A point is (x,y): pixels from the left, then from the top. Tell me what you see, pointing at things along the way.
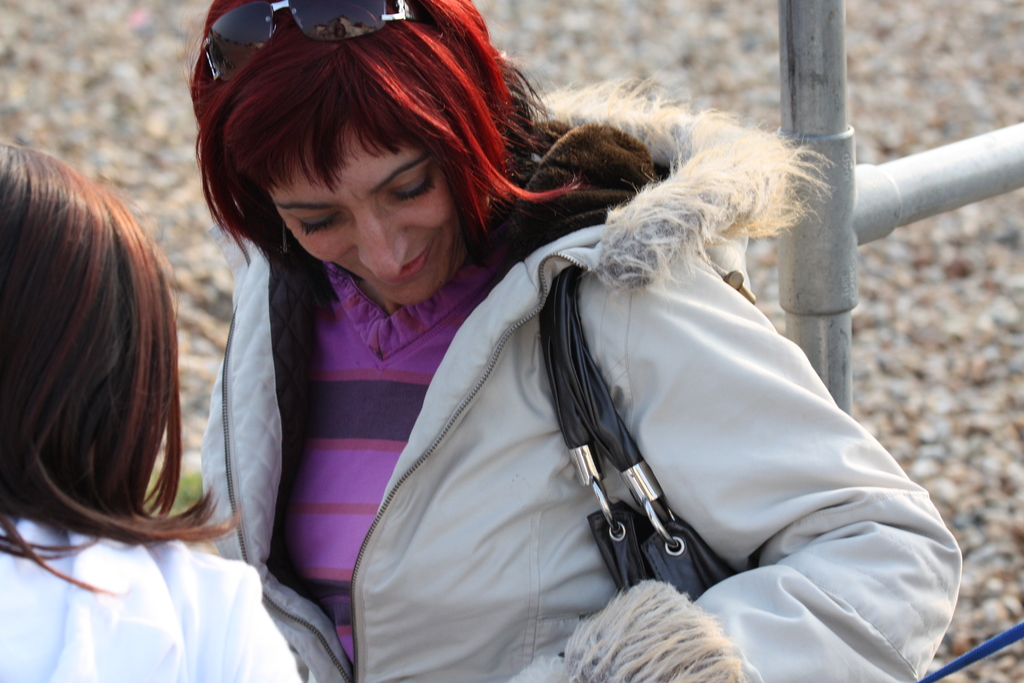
In this image there are two persons (342,465). There are marbles (925,475) at the back side (867,91) I think. There is an iron rod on the right side (869,230).
